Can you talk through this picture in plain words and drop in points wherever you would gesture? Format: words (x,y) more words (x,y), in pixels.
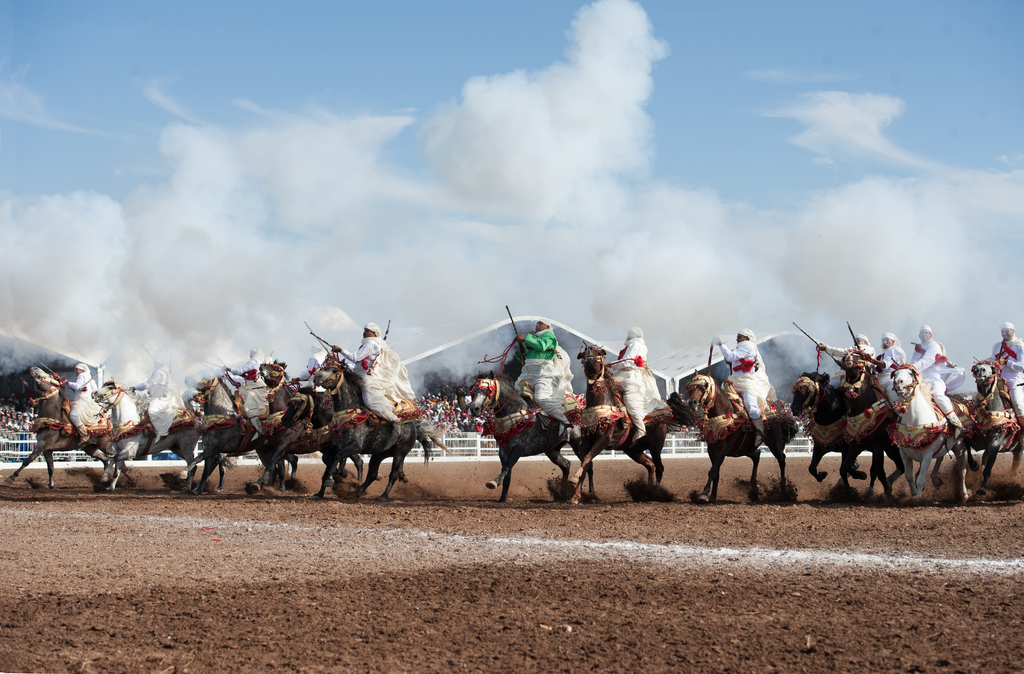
In this image, we can see people (945,392) are riding horses (872,448) on the ground (443,492). In the background (23,448), we can see people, fence (76,462), shelters (9,384) and cloudy sky (514,246).
